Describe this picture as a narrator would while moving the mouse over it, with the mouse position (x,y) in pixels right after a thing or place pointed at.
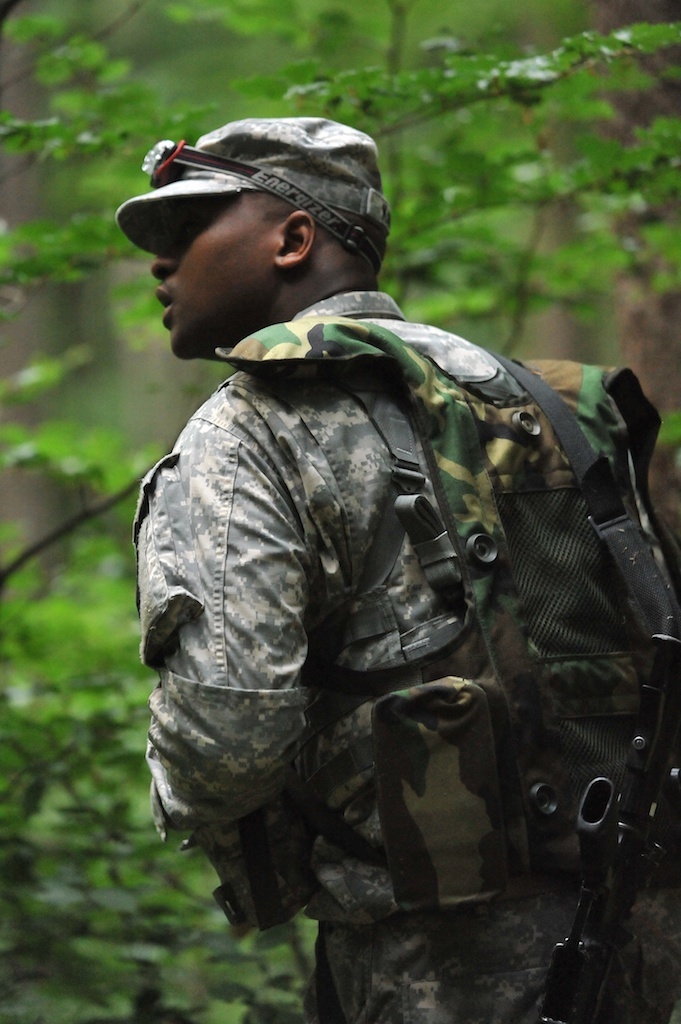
In the middle of the image (236,567) a person (280,125) is standing. In front of him there are some trees (483,116).
